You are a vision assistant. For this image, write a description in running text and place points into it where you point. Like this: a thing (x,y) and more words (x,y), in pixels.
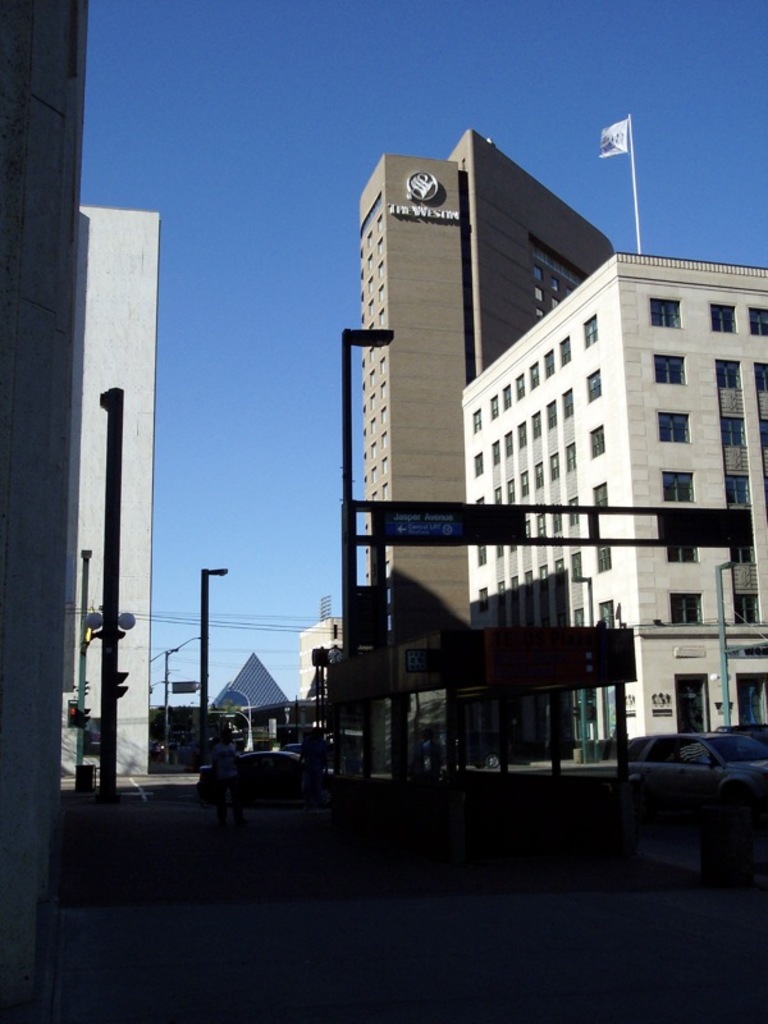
In the foreground of this image (302,923), there is a pavement (226,905) and few persons (310,768) walking on it. We can also see vehicles (700,785), moving on the road (656,846), poles (106,773), buildings (397,351), a shelter (486,718) and the flag (620,133). In the background (301,148), there is the sky (268,116).
